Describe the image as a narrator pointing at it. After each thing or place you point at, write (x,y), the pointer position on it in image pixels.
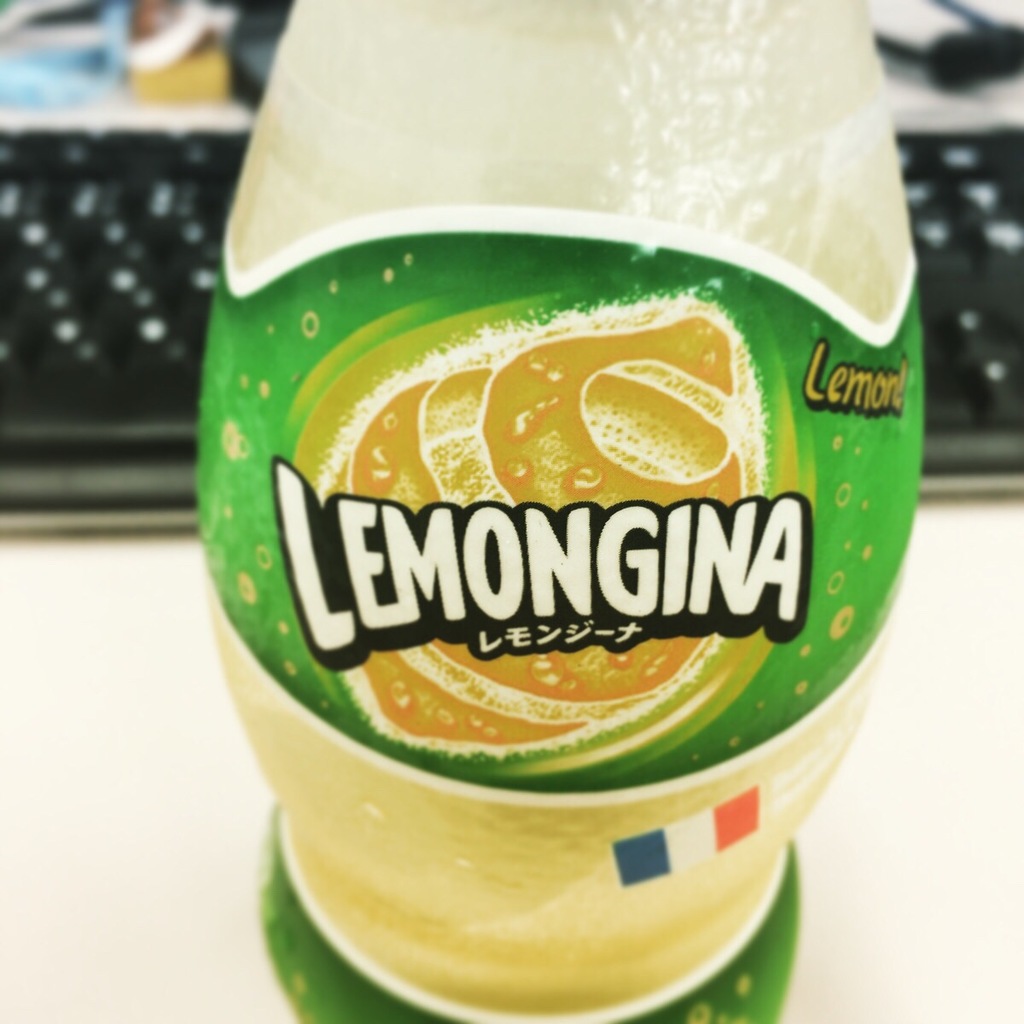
In this image, we can see a drink (364,755) where "Lemongina" label (504,632) is placed on the drink (528,582) and at the back of the drink (343,739) we can see a key board (975,269).
